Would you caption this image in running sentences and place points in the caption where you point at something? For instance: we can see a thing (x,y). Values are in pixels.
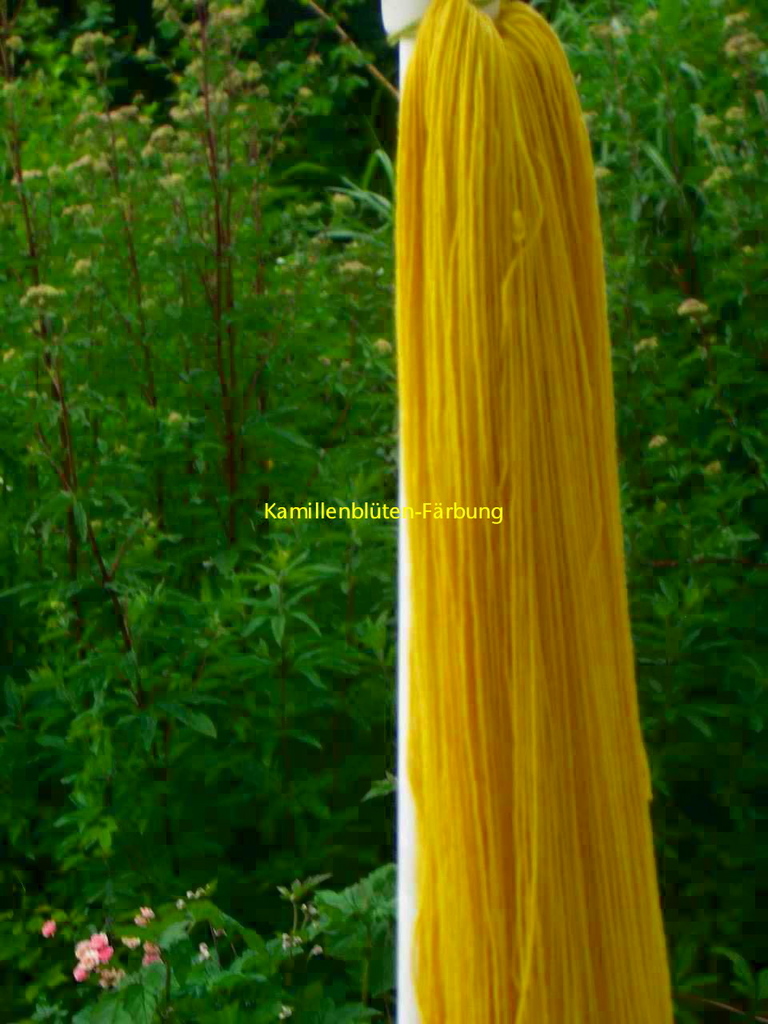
In this image we can see fiber (446,716) to the pole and plants (148,537).
